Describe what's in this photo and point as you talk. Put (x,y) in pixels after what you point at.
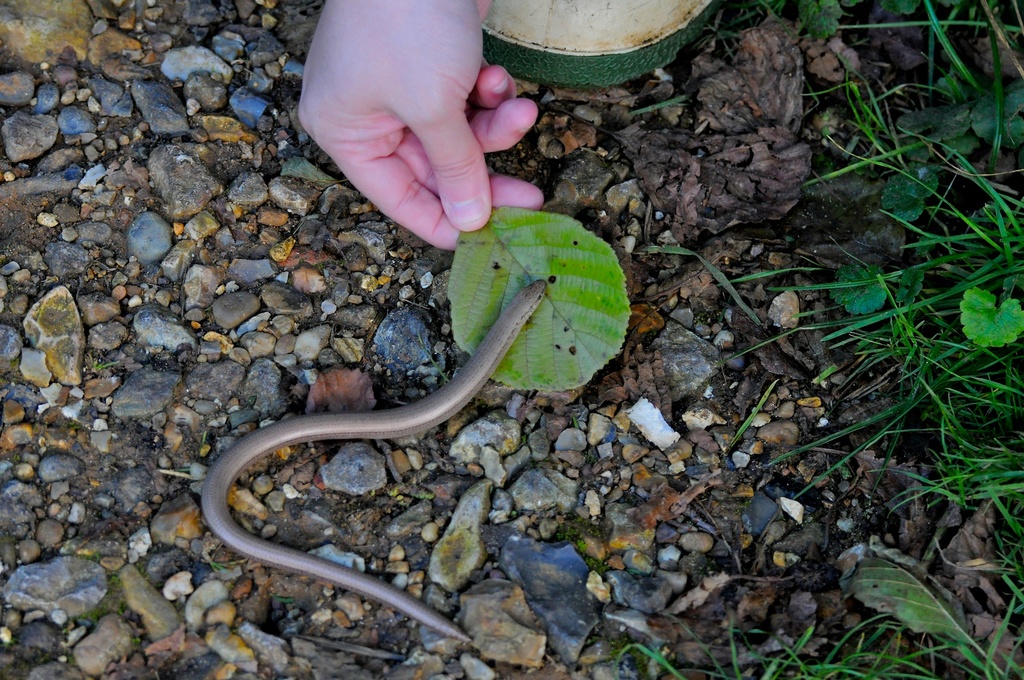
We can see leaf (543,212) hold with hand (532,194) and we can see snake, plants (1001,343) and stones (364,469).
